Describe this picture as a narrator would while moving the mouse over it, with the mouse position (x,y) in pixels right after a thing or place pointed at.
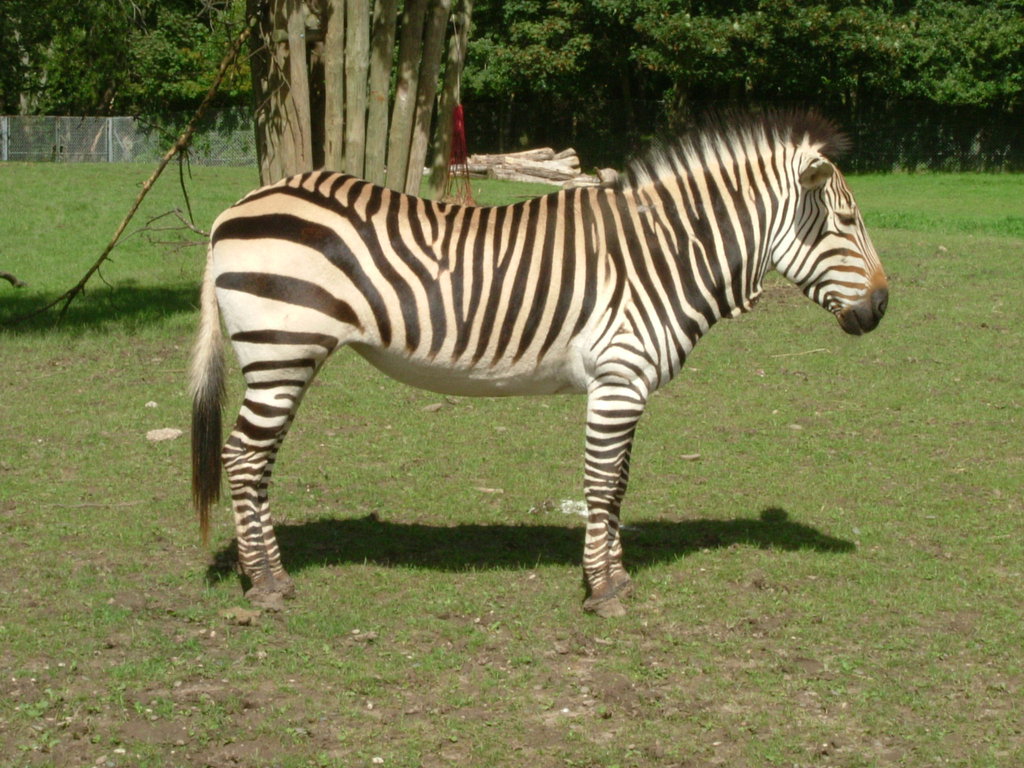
In this image we can see a zebra (507,288) standing on the ground (665,544) and in the background (693,17) there are few trees (681,22), a fence (132,144) and a few wooden sticks (554,163).
